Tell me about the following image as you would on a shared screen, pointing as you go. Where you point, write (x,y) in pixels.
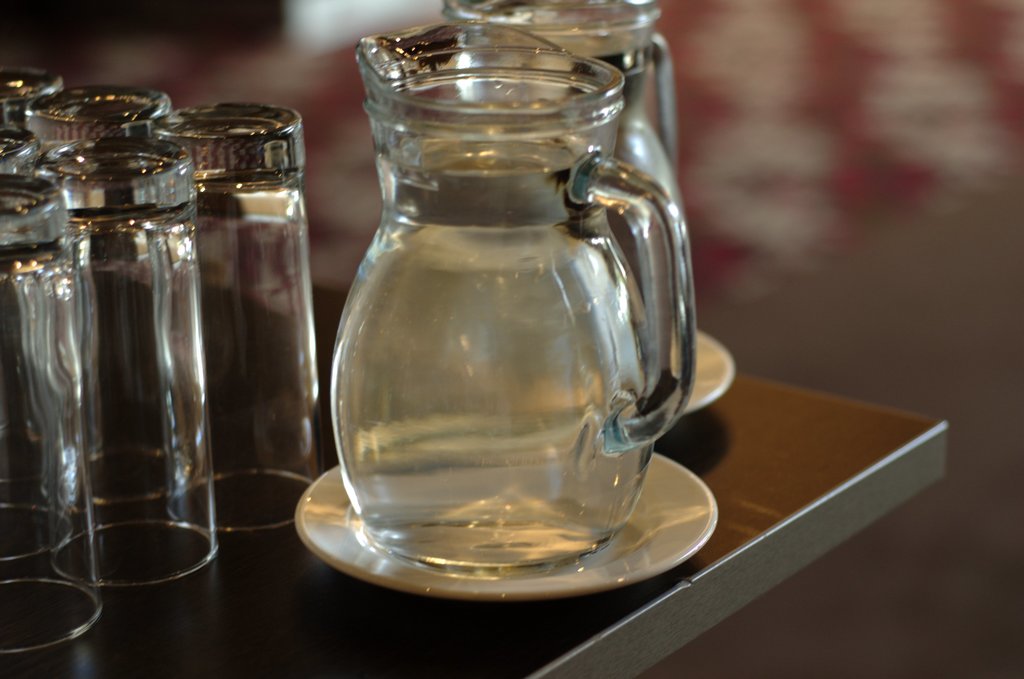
In the picture we can see a table (331,598) on it we can see two jars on two saucers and besides we can see glasses (192,256).
